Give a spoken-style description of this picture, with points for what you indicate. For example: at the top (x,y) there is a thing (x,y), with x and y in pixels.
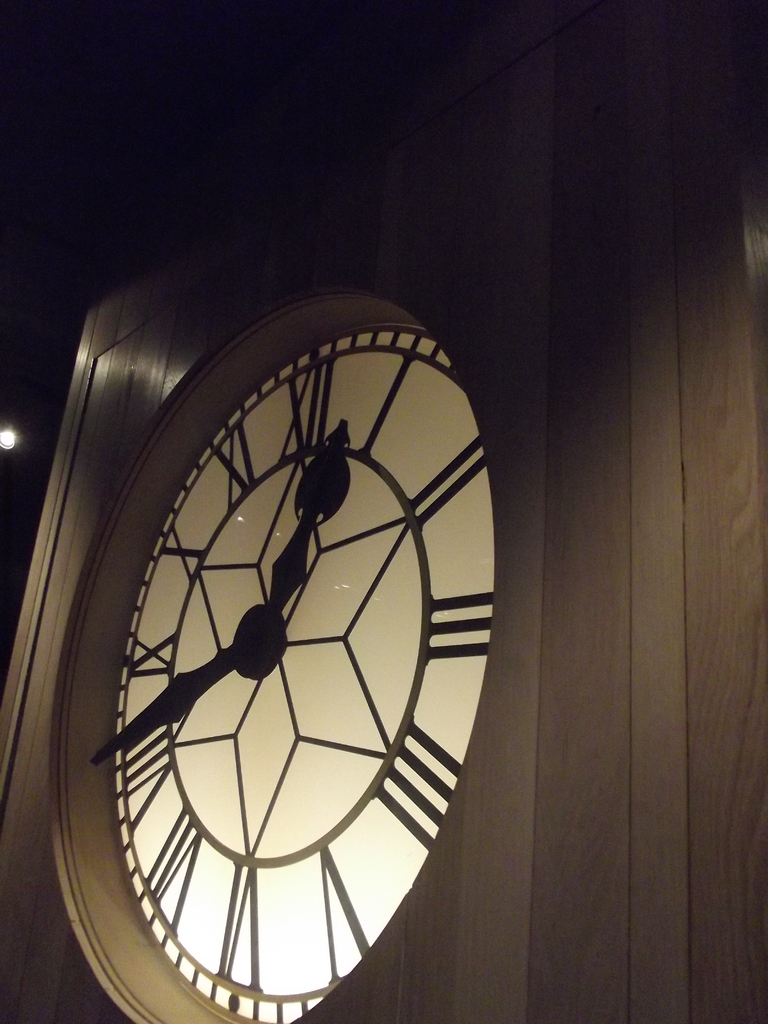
In this image there is a clock (301,549) in the wooden wall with minute hand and a hour hand (301,514), and there is dark background.
